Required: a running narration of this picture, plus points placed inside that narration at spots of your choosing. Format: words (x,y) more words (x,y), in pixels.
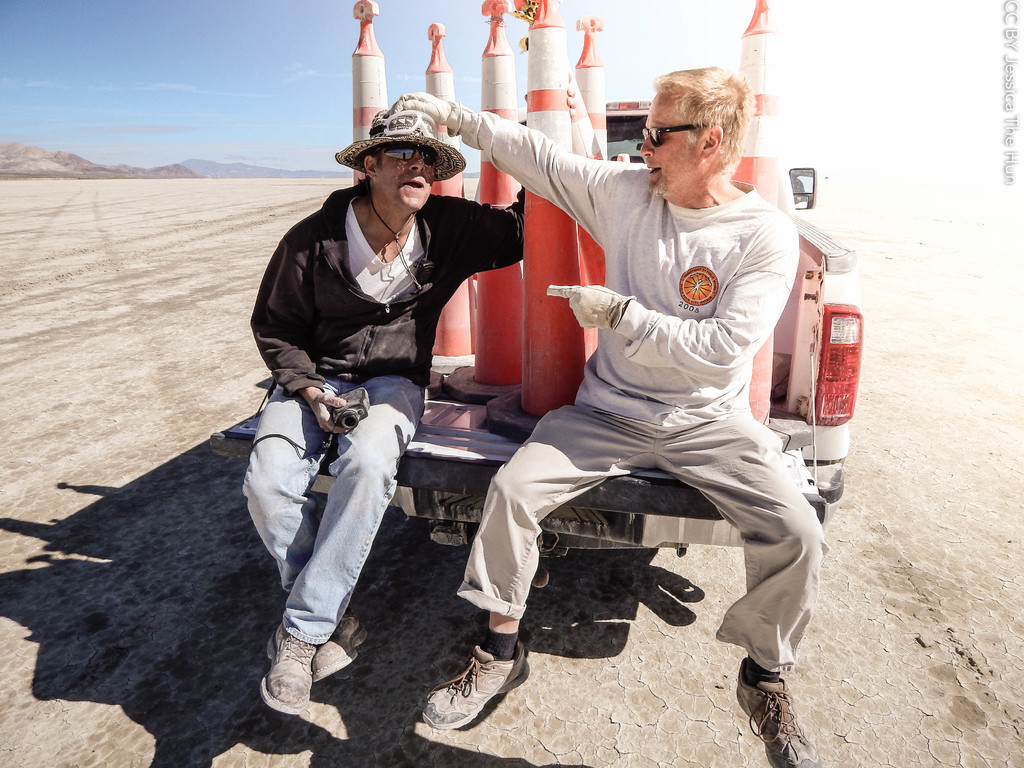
In this image there is the sky (230,54), there are mountains (99,167) truncated towards the left of the image (75,157), there is a vehicle (552,514) on the ground (642,697), there are objects (532,216) on the vehicle (509,444), there are two persons (730,161) sitting in the vehicle (468,442), there is a person (400,425) holding an object (349,403), there is text (1006,65) towards the right of the image (1006,80).
